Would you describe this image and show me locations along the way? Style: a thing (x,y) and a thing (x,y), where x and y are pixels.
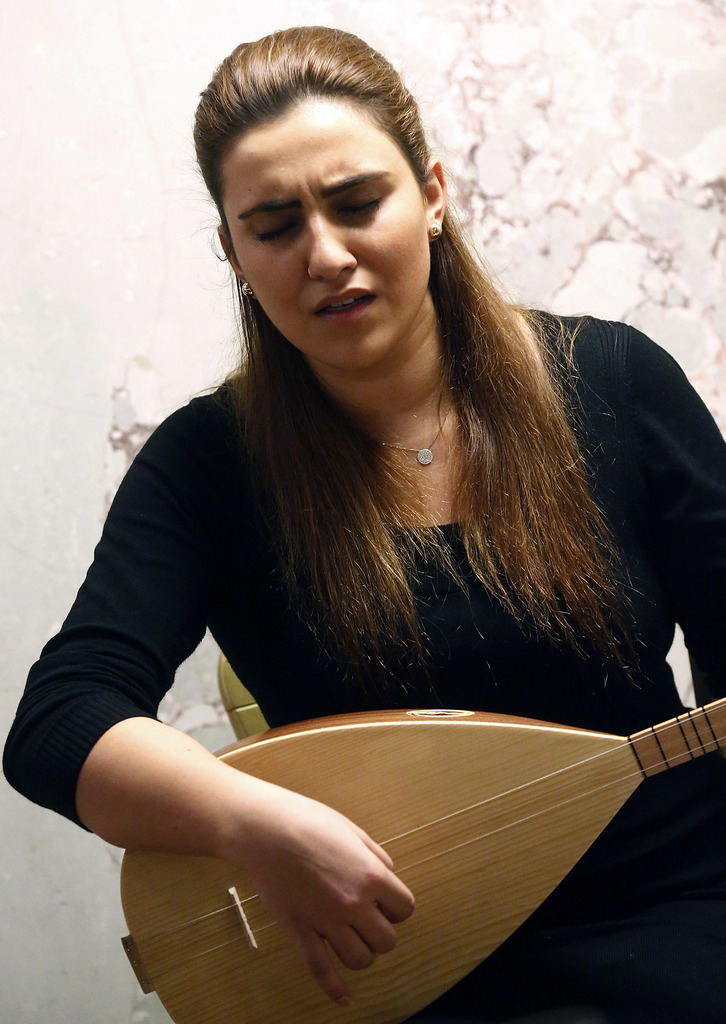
In this picture we can see a woman (272,500) is playing a musical instrument (439,934). In the background (65,589) there is a wall (537,161).
